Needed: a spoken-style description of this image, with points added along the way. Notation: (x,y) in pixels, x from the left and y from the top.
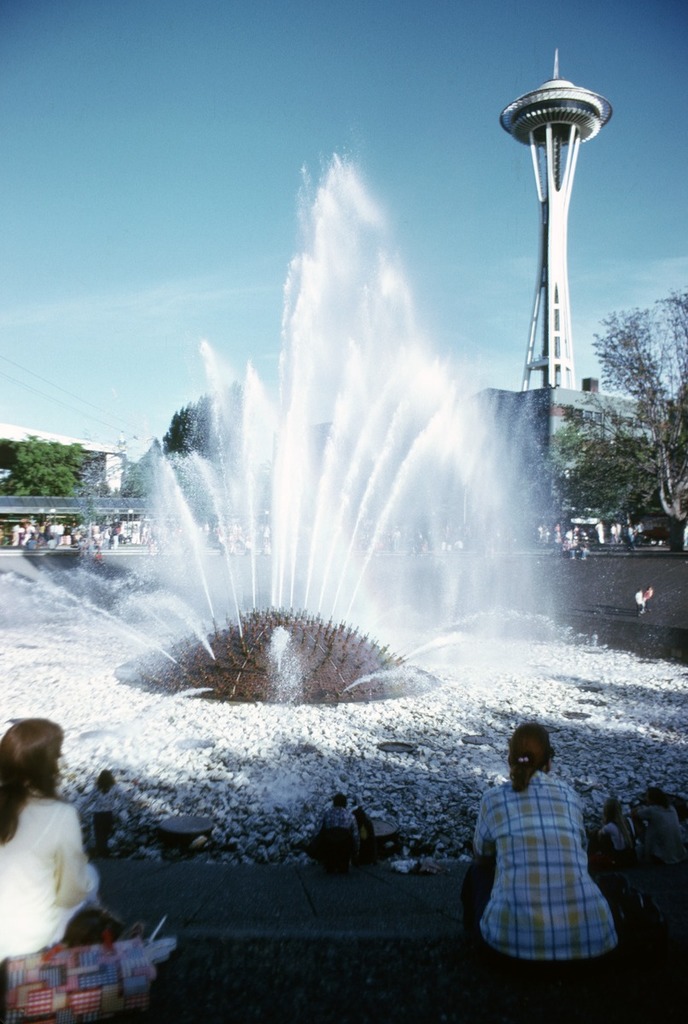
In this image there are few people (553,861), stones (593,752), trees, buildings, a tower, a fountain (167,521) and some clouds (121,298) in the sky (288,212).
